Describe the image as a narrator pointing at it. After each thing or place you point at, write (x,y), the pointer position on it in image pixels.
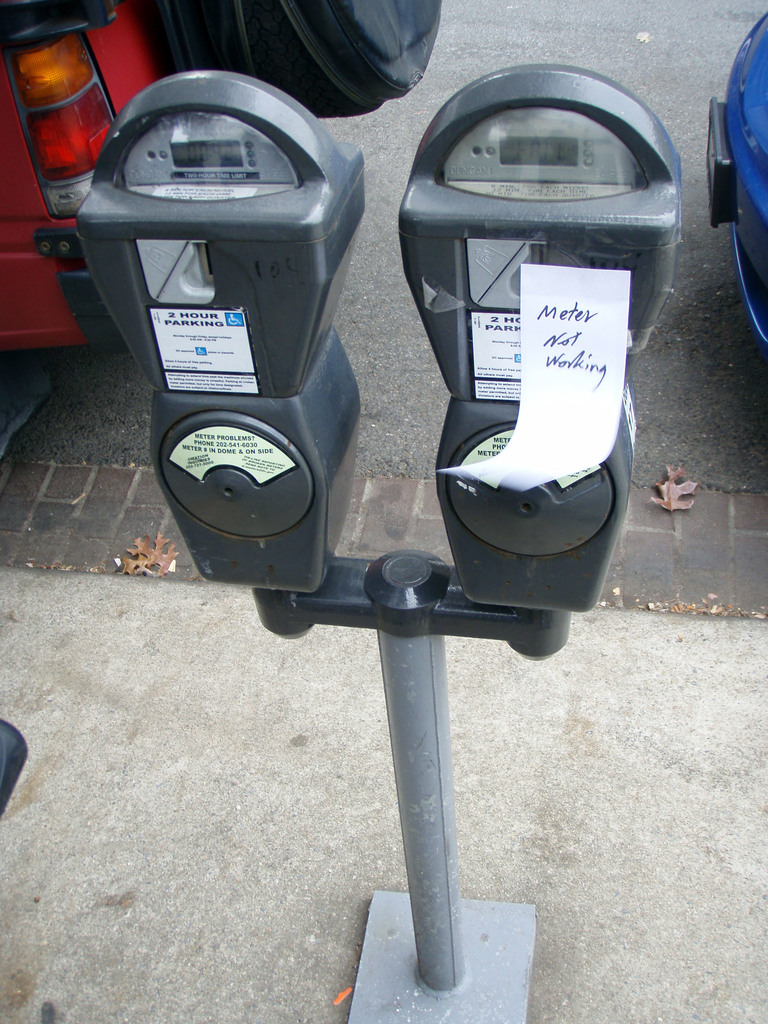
In this image there are two parking meters (499,261) with the paper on it, and at the background (38,56) there are two vehicles (767,263) on the road (117,430).
